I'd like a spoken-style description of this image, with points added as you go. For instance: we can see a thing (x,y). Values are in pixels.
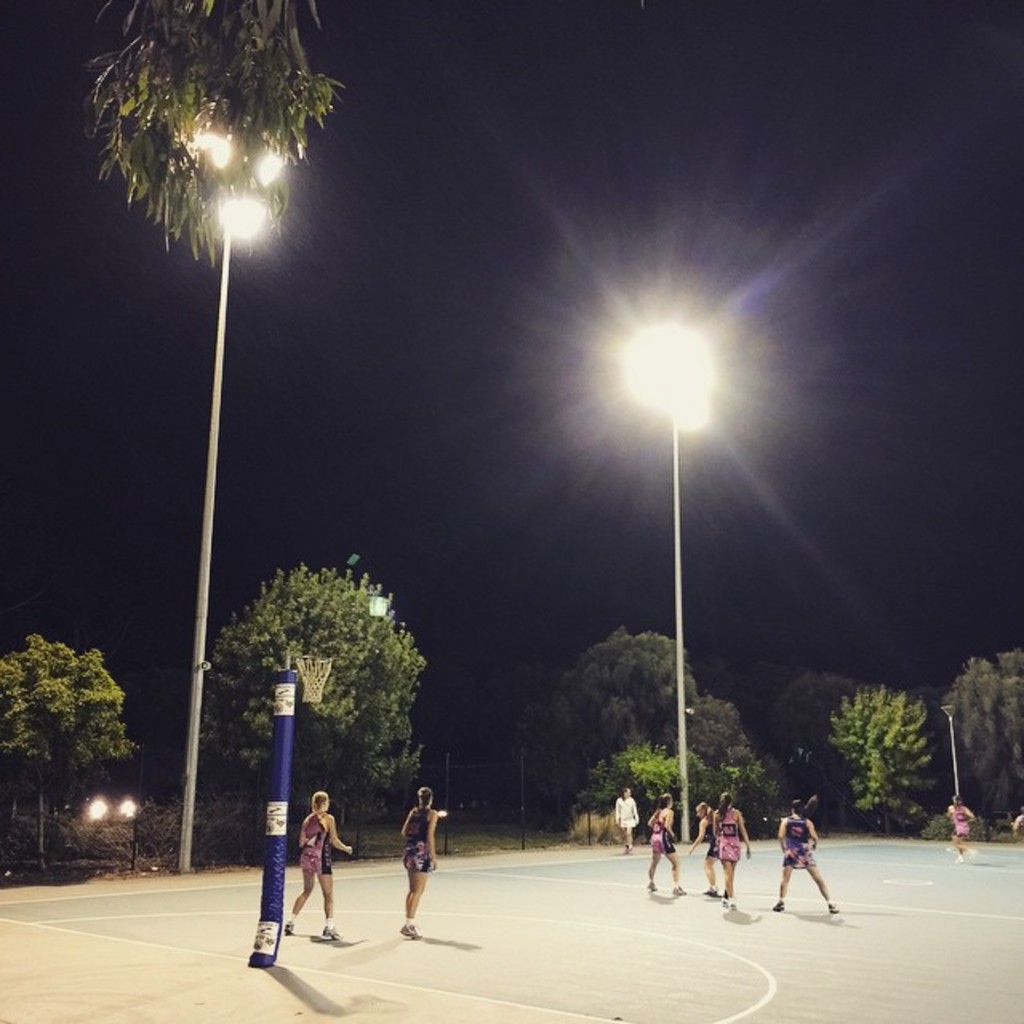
In this picture there are group of pole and there are trees (207,729) and there is a basket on the pole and there are street lights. At the top (707,58) there is sky (707,58). At the bottom (981,945) there is a floor (184,986) and there is a fence (227,851).
